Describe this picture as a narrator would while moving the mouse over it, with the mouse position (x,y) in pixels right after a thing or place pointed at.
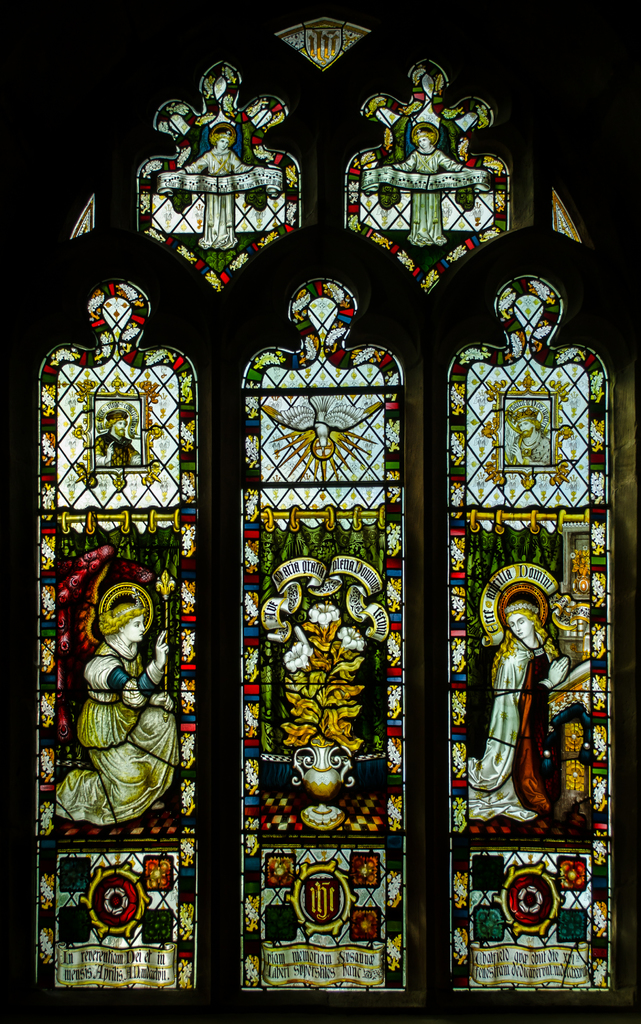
In the image there is a window (83,357) with designs (269,979) on it on the wall (62,33).
